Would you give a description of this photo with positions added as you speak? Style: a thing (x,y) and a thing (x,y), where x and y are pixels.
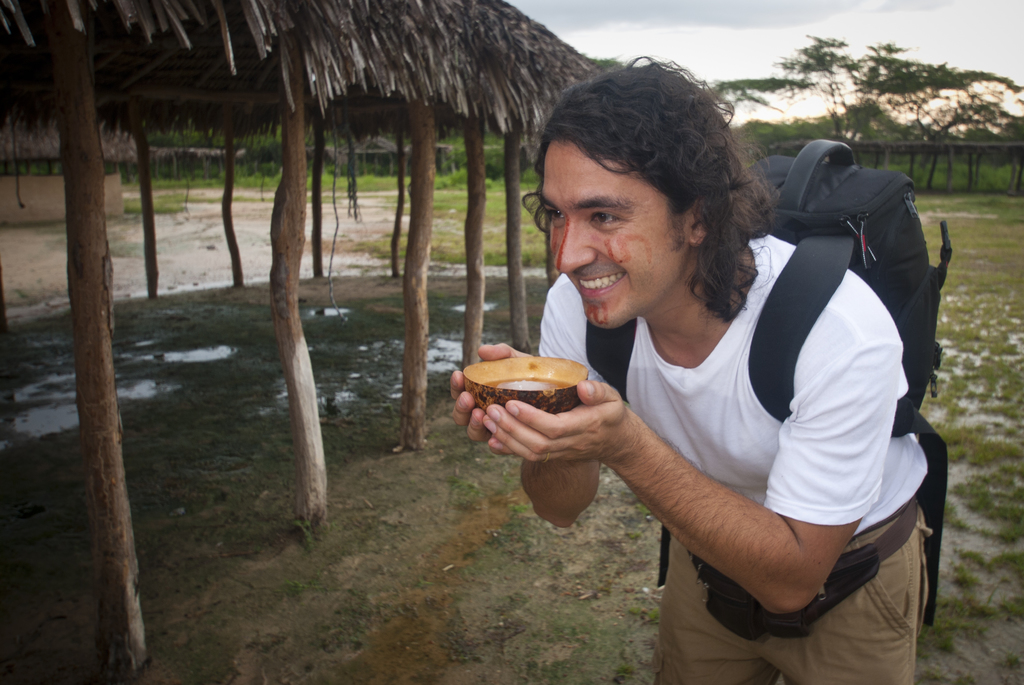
In this image we can see a man (574,411) on the right side (690,313) is standing and holding a bowl (539,408) with liquid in it in his hands (516,422) and carrying a bag (930,484) on his shoulders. In the background (163,80) there are huts (68,51), trees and grass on the ground (449,319) and clouds (885,43) in the sky (1001,53).
